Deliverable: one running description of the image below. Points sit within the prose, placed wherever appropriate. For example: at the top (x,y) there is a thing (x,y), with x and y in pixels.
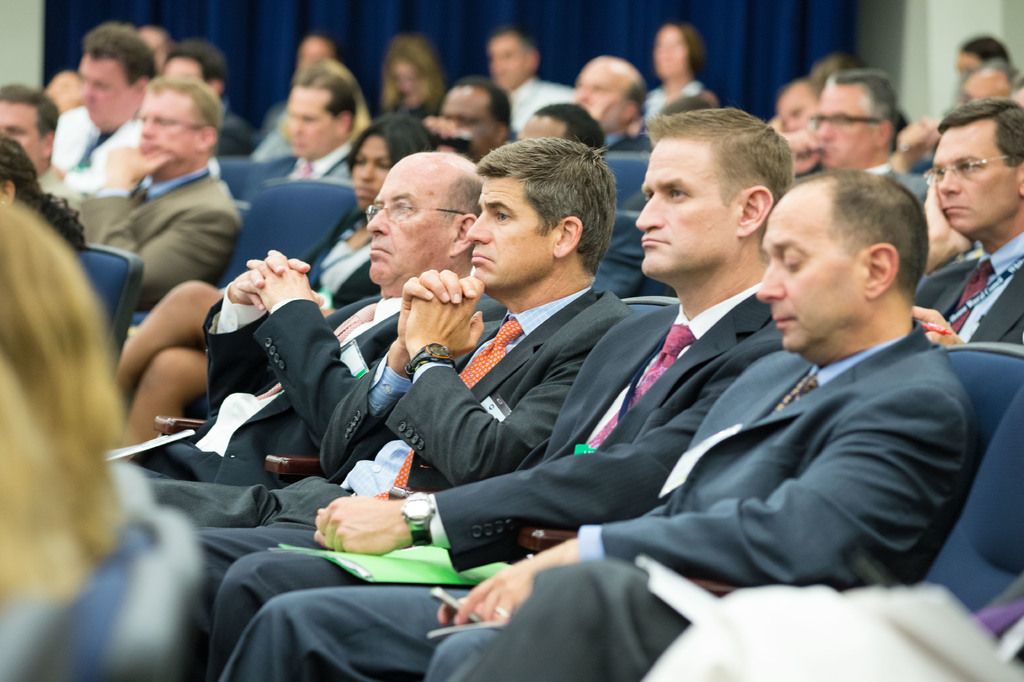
In this image I see number of people (691,246) who are sitting on chairs (1005,506) and I see most of the men (371,359) are wearing suits (371,359) and in the background (145,19) I see the blue color cloth (48,27) over here.
